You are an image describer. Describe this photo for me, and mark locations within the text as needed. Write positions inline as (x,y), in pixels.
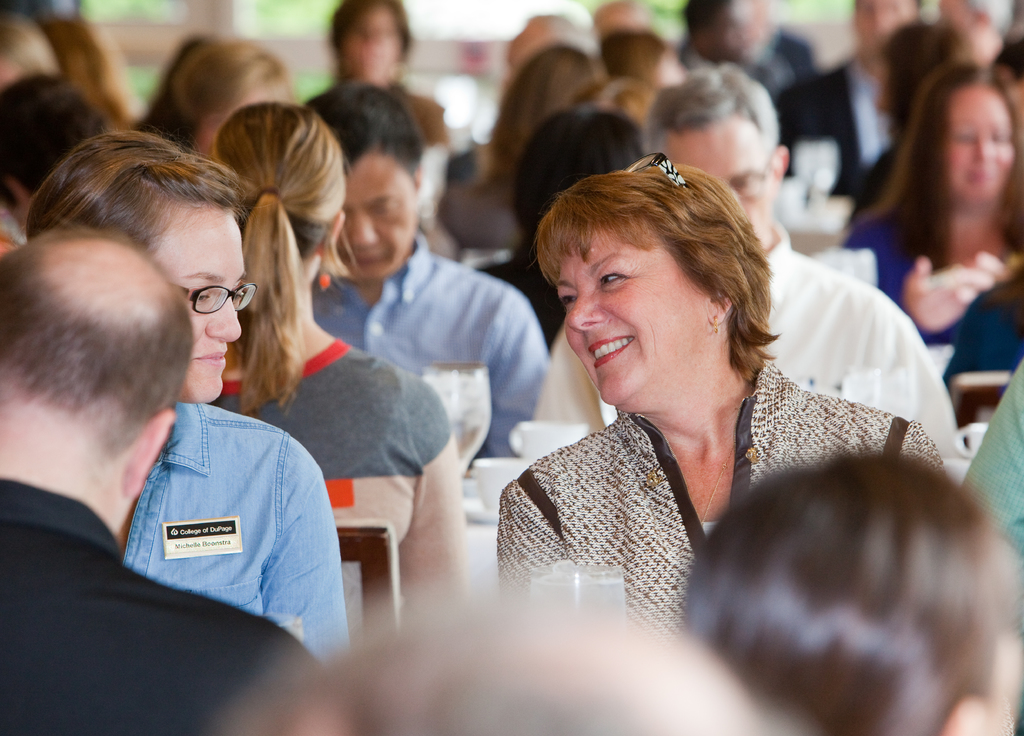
In this image I can see on the right side (737,465) a woman (682,473) is smiling, on the left side (265,460) there is another woman (252,490), she wore blue color shirt (268,510). Behind them a group of people (403,289) are sitting, in the middle (485,458) there are tea cups (478,495) on the table (483,527).
